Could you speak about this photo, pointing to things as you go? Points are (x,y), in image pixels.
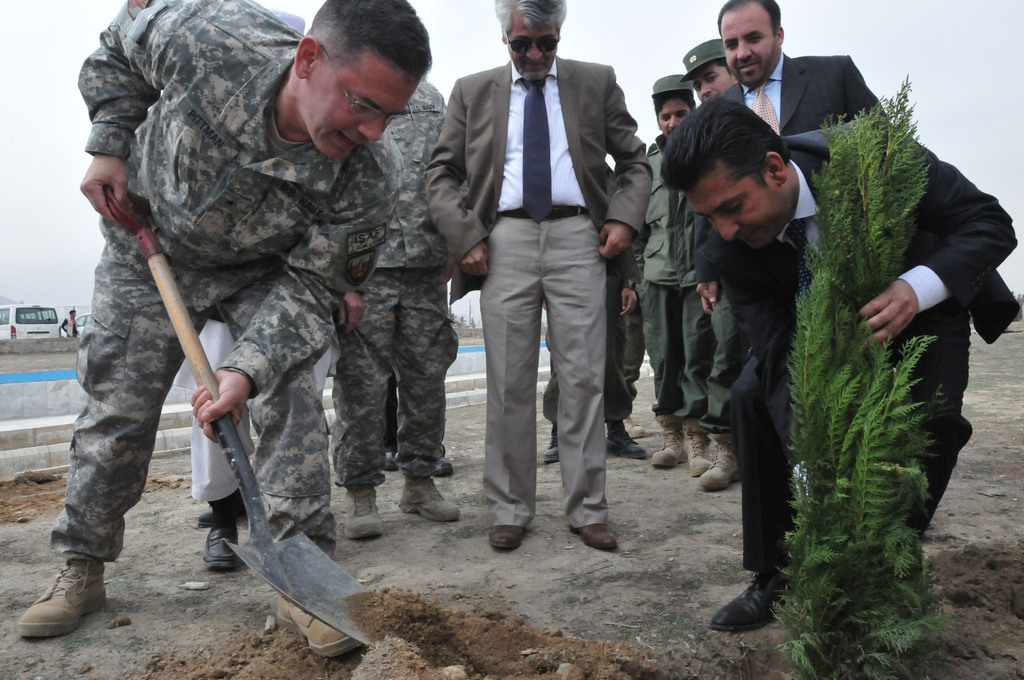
In this image we can see the people (562,196) standing on the ground (478,581) and we can see the person (789,278) holding a plant (843,310) and the other person (163,45) digging the ground (444,627) by using shovel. And at the back (60,310) there are vehicles (26,327) and the sky (86,129).
